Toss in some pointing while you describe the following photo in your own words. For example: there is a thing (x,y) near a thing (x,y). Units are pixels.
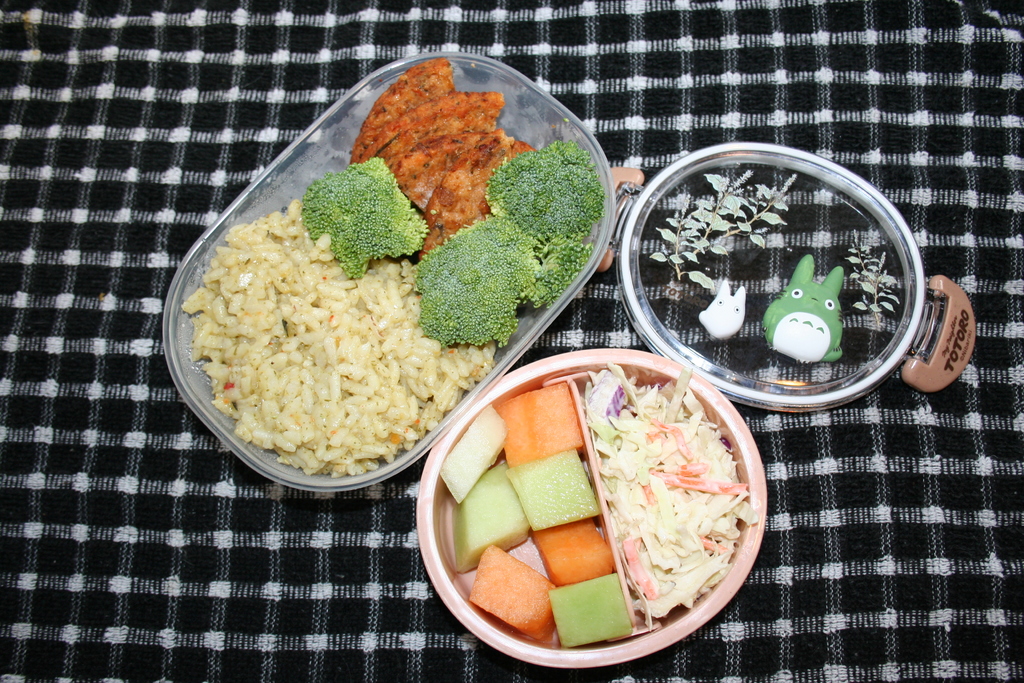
In this image we can see some food (234,302) in the boxes (507,363) containing broccoli (483,247), some pieces of fruits (554,481) and chopped vegetables (694,568) in it. We can also see a lid (634,232) of a box (654,364) which are placed on the surface (114,320).
